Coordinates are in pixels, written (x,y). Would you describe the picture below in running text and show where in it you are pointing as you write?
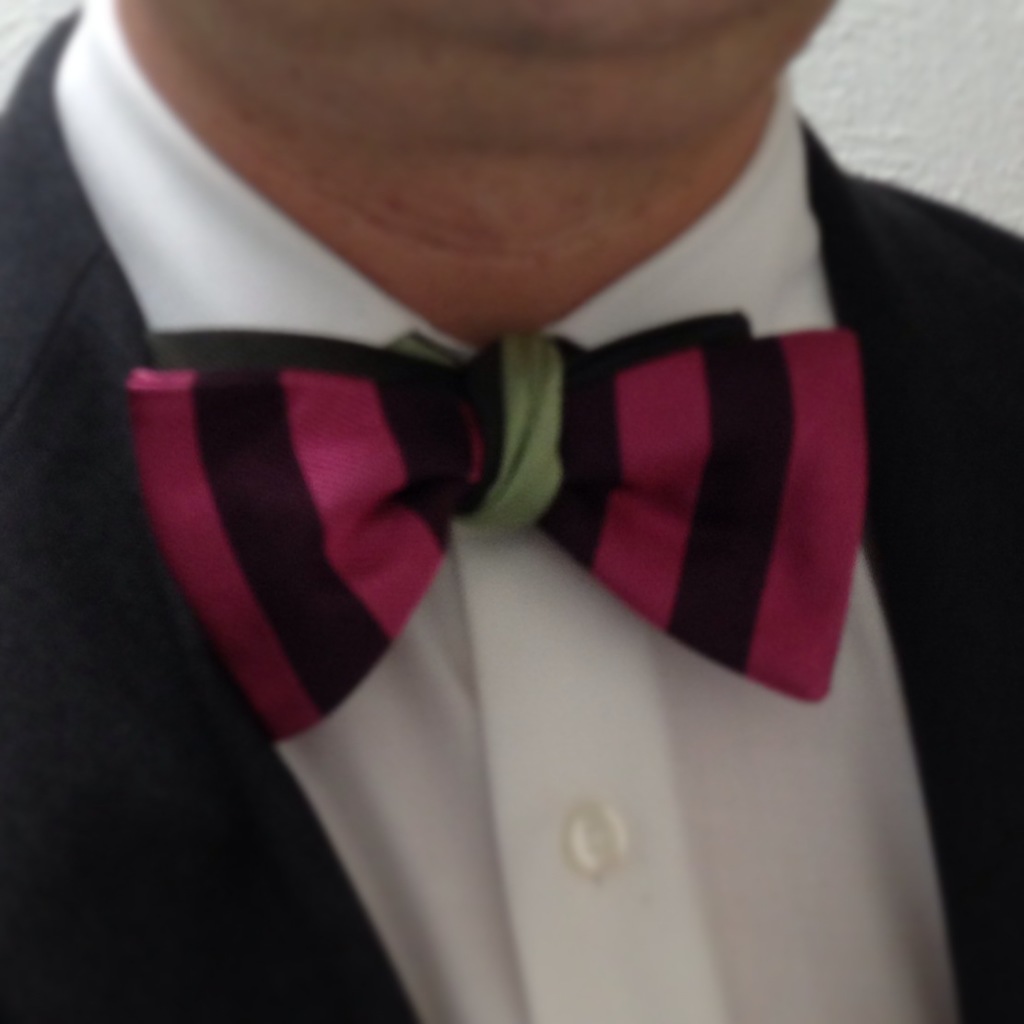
In this image I can see a person (467,256) wearing white colored shirt (254,256) and black colored blazer (165,905). I can see the white colored wall (861,82) in the background (898,99).
